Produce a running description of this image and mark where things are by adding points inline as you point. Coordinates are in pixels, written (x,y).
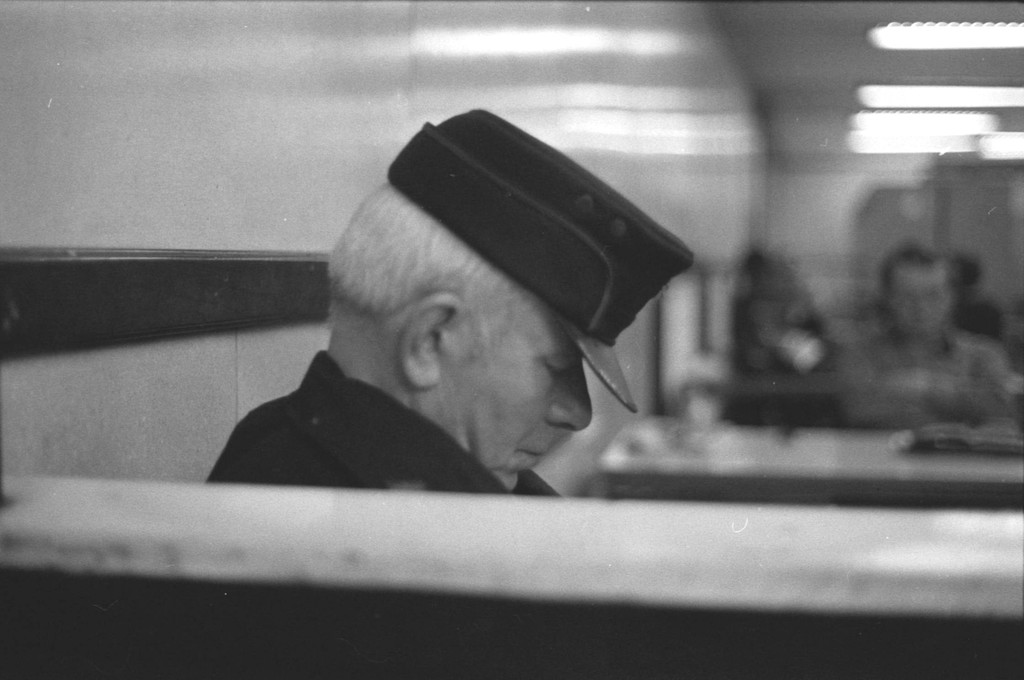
This is a black and white image. In this image we can see a man (347,257) sitting wearing a cap (571,316). We can also see a wall (305,212), some people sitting beside the tables (906,469) and a roof (836,72) with some ceiling lights (950,104).
